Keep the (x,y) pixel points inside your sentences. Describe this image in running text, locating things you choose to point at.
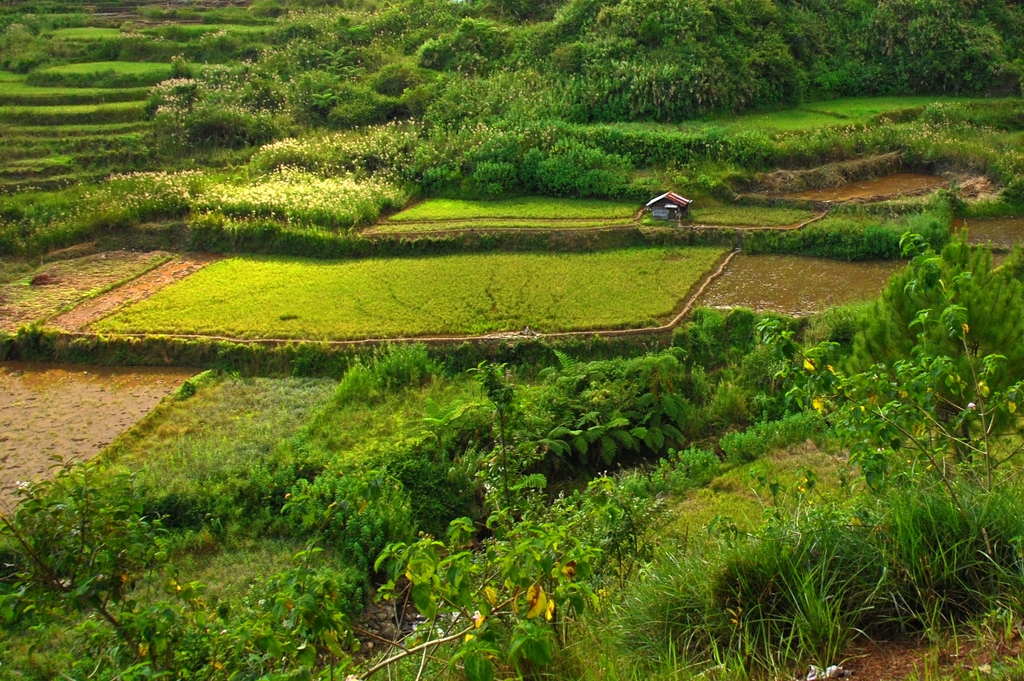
In this image we can see trees (510,30), plants (424,184) and house (676,211).
